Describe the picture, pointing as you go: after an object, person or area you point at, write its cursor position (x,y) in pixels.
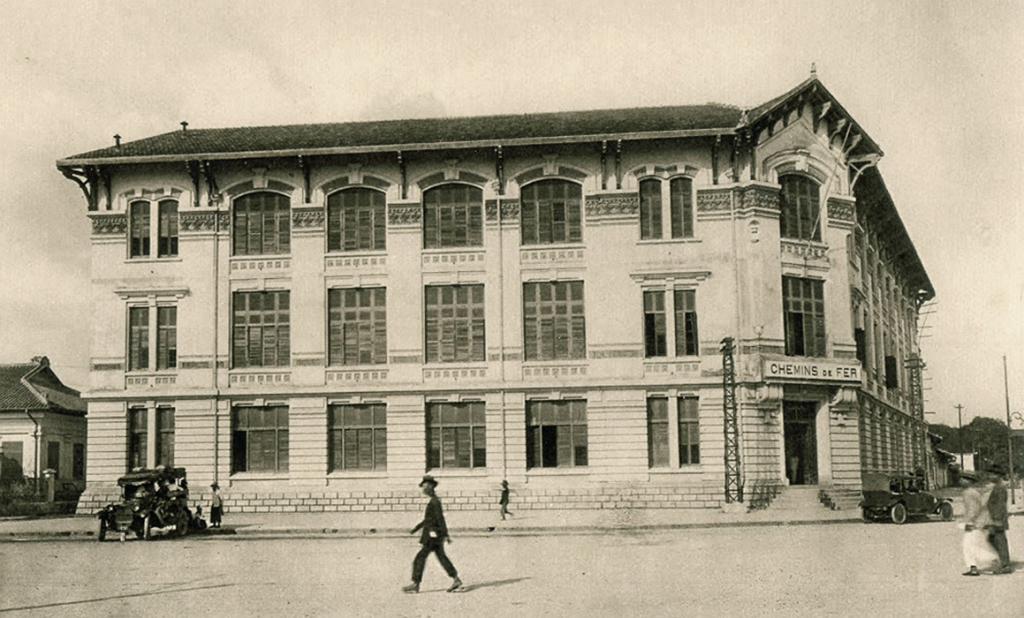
In this image I see buildings (311,374) and I see 2 vehicles (900,517) and I see few people (504,513) on the road (457,564). In the background (974,198) I see the sky (936,129) and I see poles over here.
